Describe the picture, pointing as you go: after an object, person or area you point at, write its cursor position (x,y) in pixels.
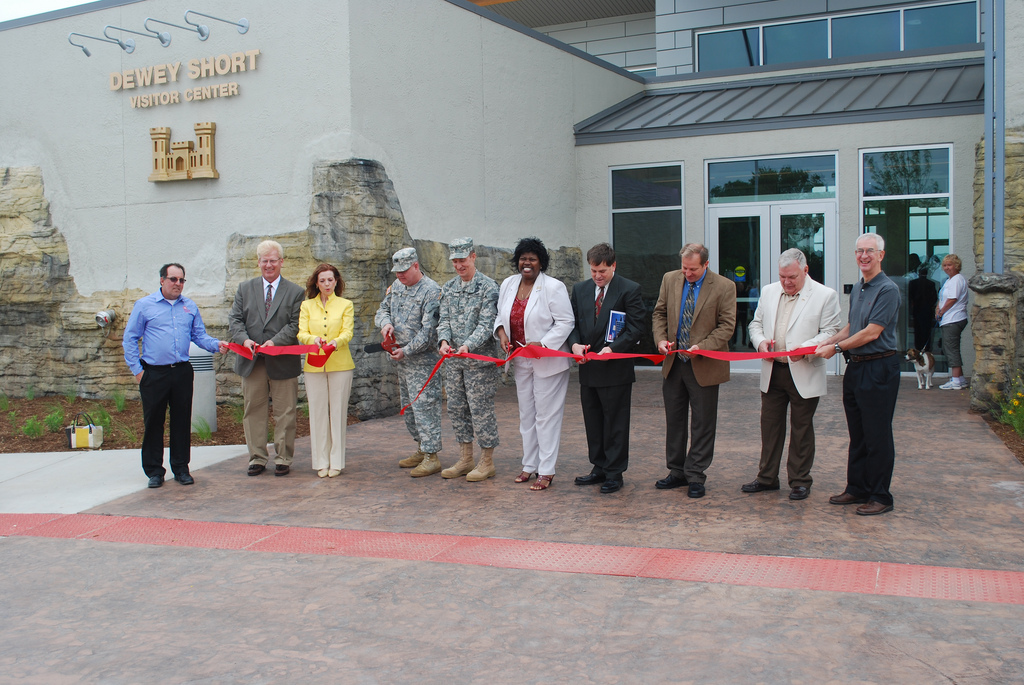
In this image we can see one big building (834,137), one dog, some plants (1019,407) on the surface (213,446), one pole (205,385) and objects (89,447) on the surface (113,403). Some people (333,340) are standing and holding some objects (474,354). There are four lights (229,23) attached to the wall (136,85) and some text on the wall (238,111).
